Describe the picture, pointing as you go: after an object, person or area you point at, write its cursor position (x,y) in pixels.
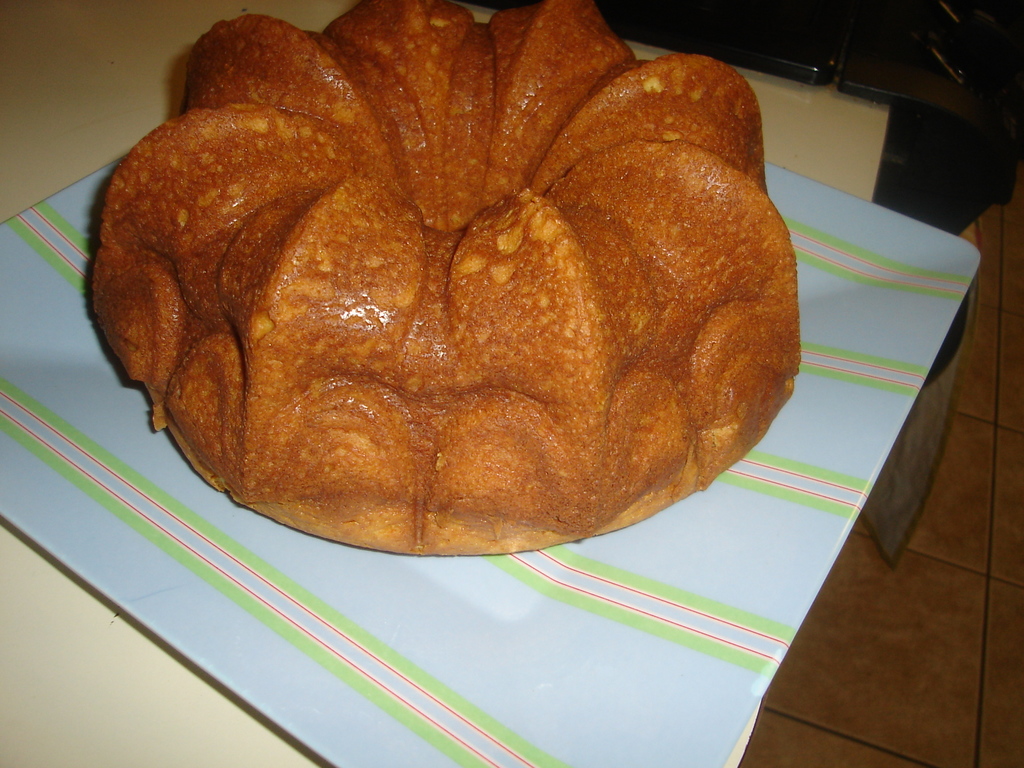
In the image there is a bun piece (513,95) on a plate (89,529) over a table (775,145) and below its floor (892,629).
